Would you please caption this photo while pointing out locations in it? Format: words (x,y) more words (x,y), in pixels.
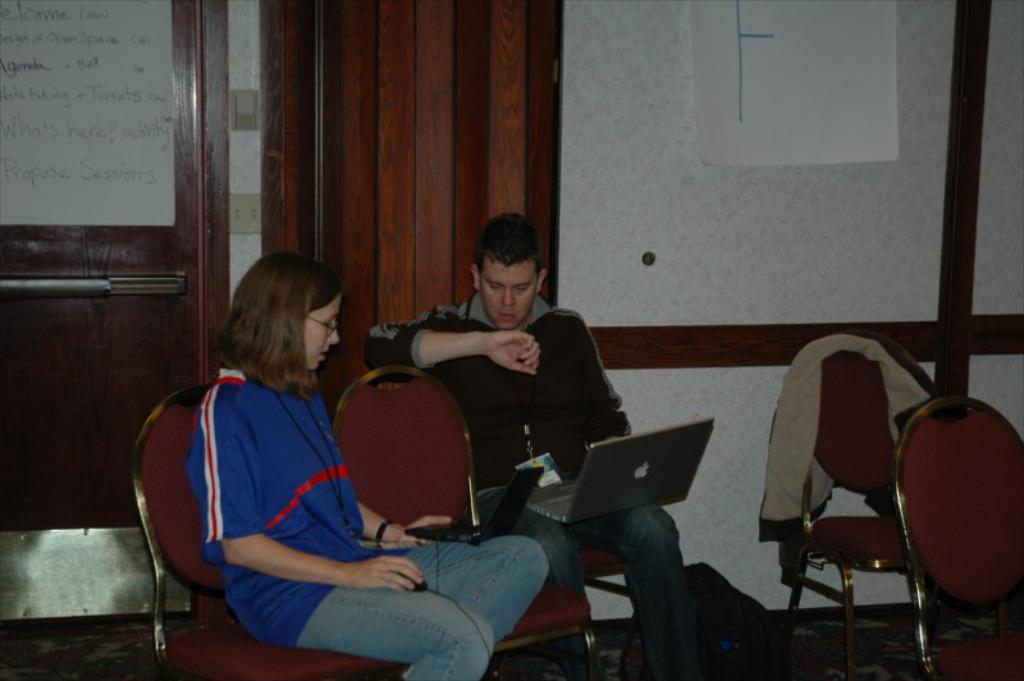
This picture is of inside the room (901,323). In the center (557,362) there is a man (536,360) and a woman (308,434) sitting on the chairs (418,472) and working on the laptop (576,482). On the right (887,432) we can see the two chairs (928,549) and in the background (652,35) there is a wall (633,112), a door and a paper (74,62) pasted on the door (155,201).
